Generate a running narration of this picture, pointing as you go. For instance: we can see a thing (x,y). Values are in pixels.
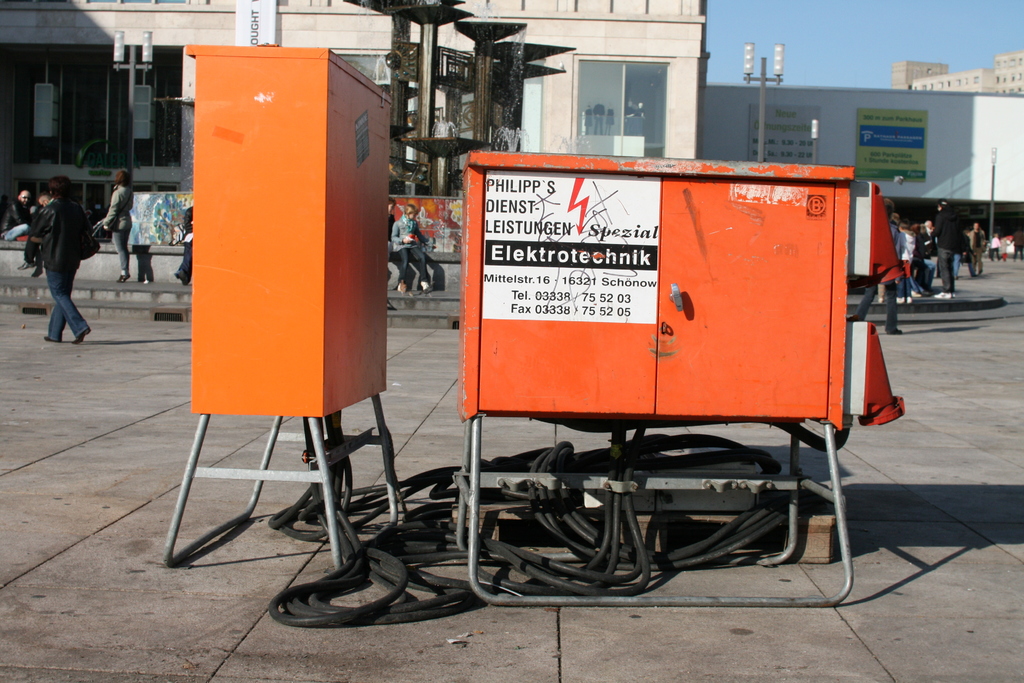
In this picture we can see electrical board (774,303) which is in orange color. On the bottom (394,574) we can see a black color wire (491,578). On the left (55,332) there is a man (54,239) who is wearing black jacket (52,230), jeans (54,312) and shoe (81,341). He is walking on the street (58,344). Here we can see some peoples (423,245) sitting on this wall (430,266). In the background (613,78) we can see buildings (715,113), street light (754,54) and poles (762,112). On the top right (800,49) there is a sky (873,25). On the top (248,14) there is a banner (266,42) which is in white color cloth (261,27).
